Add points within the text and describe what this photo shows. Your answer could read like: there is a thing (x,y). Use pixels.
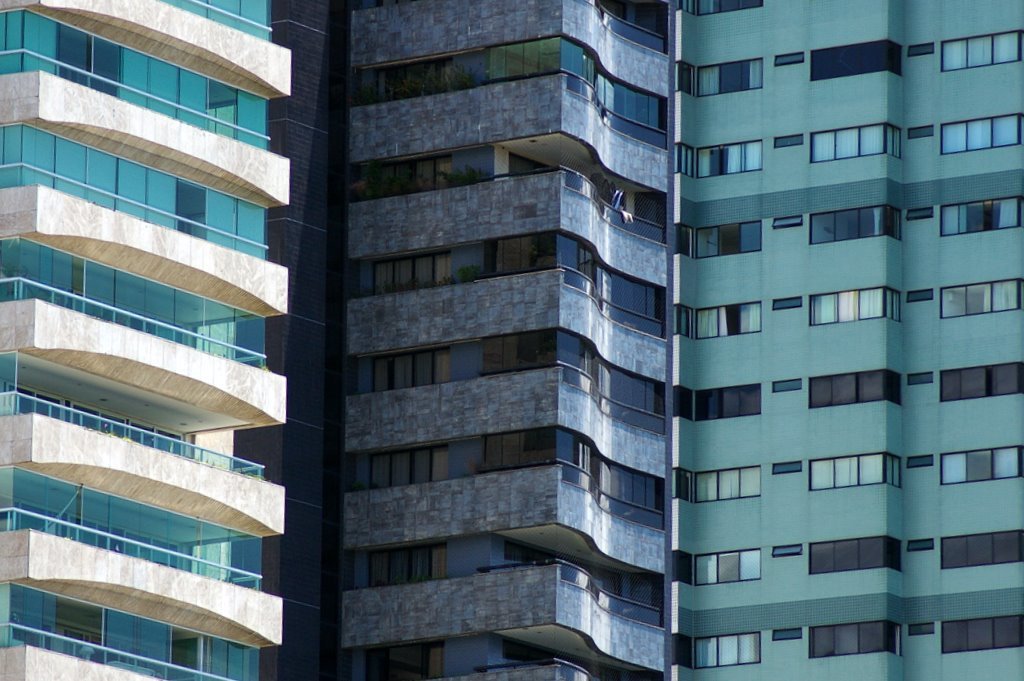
In this image there are buildings (498,360).
